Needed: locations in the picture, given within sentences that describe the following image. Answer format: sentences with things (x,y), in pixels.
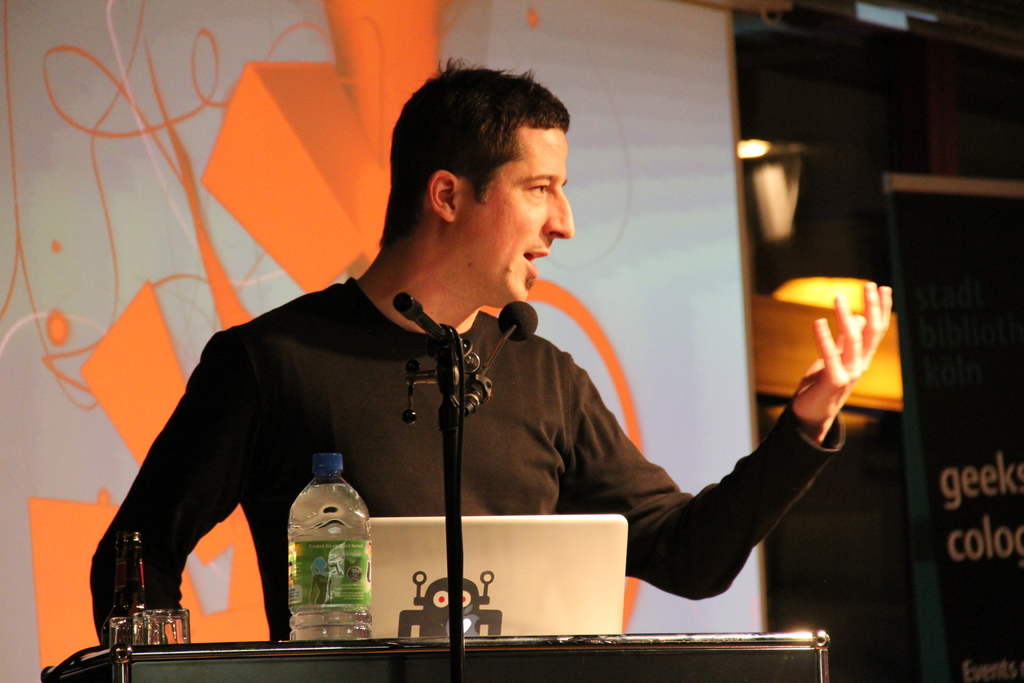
In this picture I can see there is a man (268,336) standing here and he is wearing a black shirt (731,517) and there is a table (123,678) in front of him with a laptop (375,560), a microphone (439,332) and a water bottle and a glass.
